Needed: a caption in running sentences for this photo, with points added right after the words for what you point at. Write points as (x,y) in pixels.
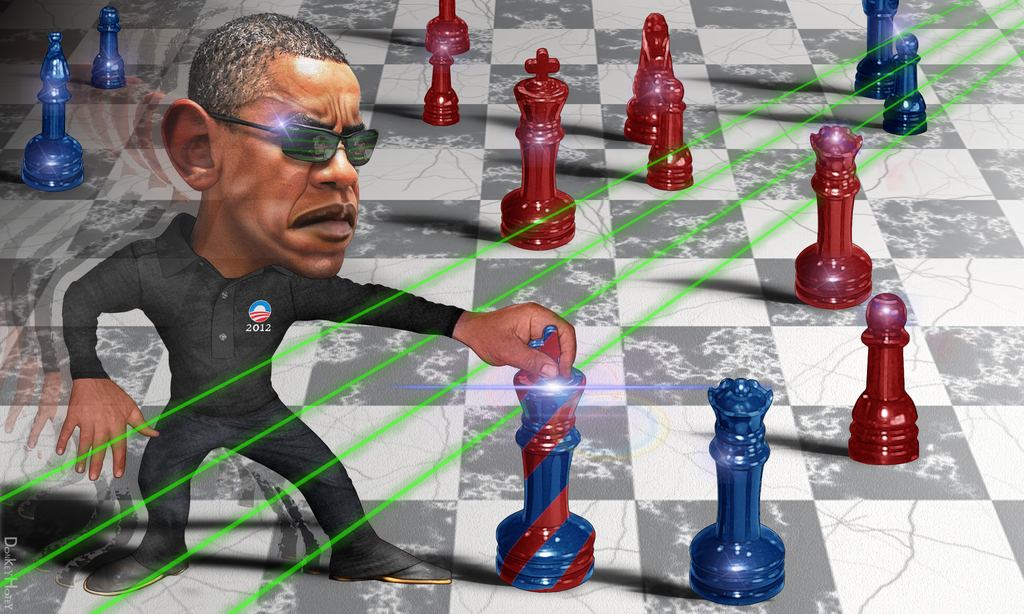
In this image I can see depiction of a man (373,311) and I can see depiction of chess coins (897,11). I can see he is wearing black dress (202,409), black shades (366,156) and I can see something is written. I can also see colour of these coins (586,530) are blue and red. I can also see few green lines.
